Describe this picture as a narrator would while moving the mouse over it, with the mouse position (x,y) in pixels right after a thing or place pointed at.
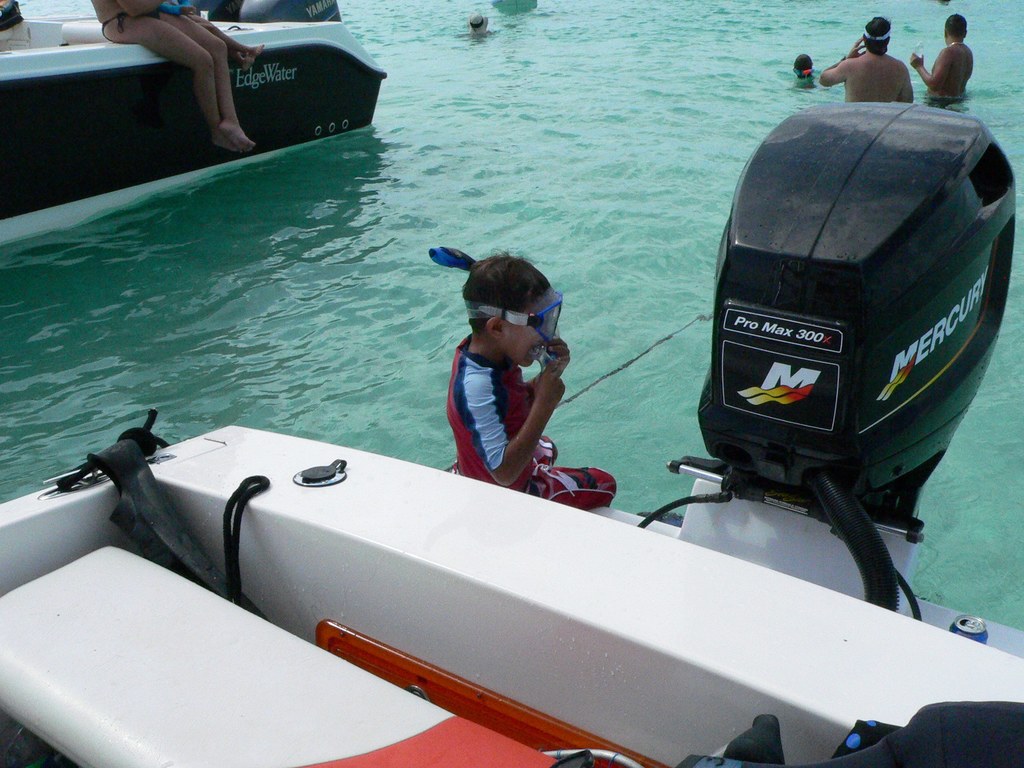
This picture is clicked outside the city. In the foreground (481,351) we can see the group of people (461,376) seems to be sitting on the decks (518,507) of the boats (651,622). In the background (484,29) we can see the group of people (896,58) swimming in the water body (400,152).
